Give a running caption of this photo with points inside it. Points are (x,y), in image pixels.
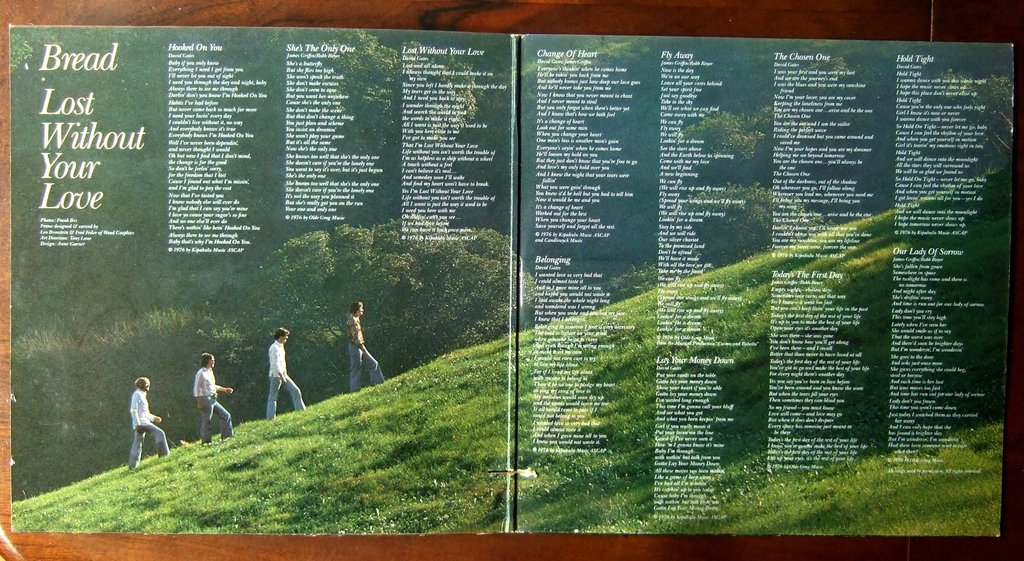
In this image I can see four persons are walking on grass (388,434), trees (445,259) and text (798,136). This image looks like an album sleeve (874,45) on a wooden surface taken may be during a day.
